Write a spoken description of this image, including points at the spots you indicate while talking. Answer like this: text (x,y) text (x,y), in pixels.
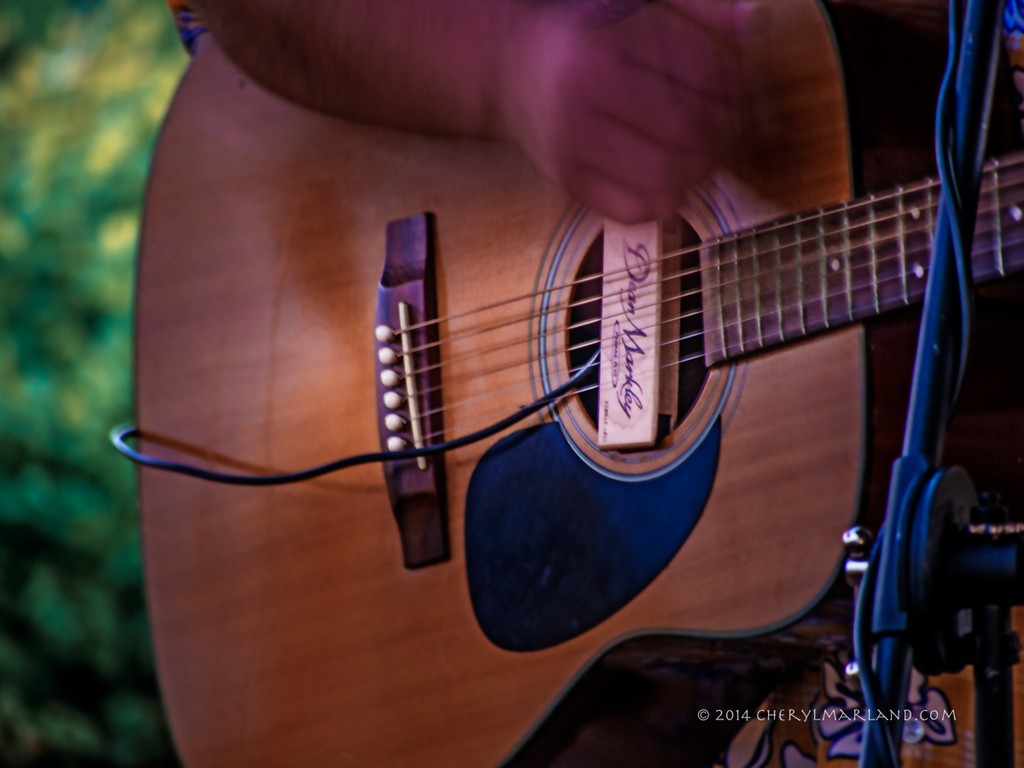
In this picture there is a person (654,199) who is playing a guitar (492,216). At the background (77,192) there is a tree (109,197).
